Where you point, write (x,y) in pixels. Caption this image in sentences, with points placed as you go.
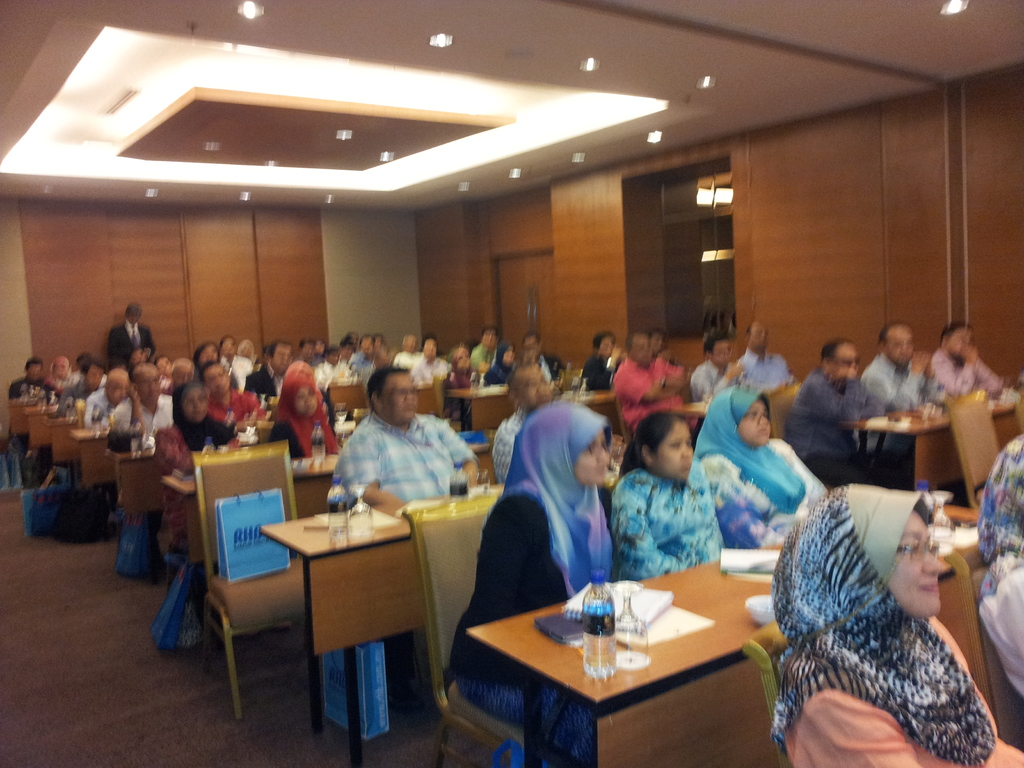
In the image we can see there are people (976,740) who are sitting on chairs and in front of them there is a table (647,670) on which there is a wine glass (624,630) and water bottle (602,645), books (645,595) and paper (660,623) kept.
